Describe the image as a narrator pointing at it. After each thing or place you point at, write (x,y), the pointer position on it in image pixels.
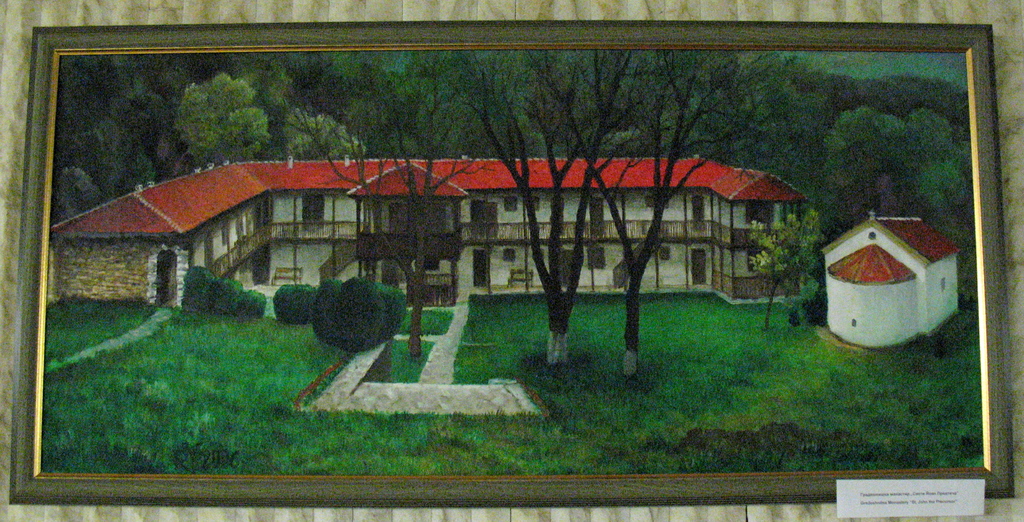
Picture (927,261) is on the wall (687,19). In-front of this picture (930,244) there is an information card (936,498). In this picture we can see trees (226,82), plants (294,294), buildings (463,203) and grass (173,368).
